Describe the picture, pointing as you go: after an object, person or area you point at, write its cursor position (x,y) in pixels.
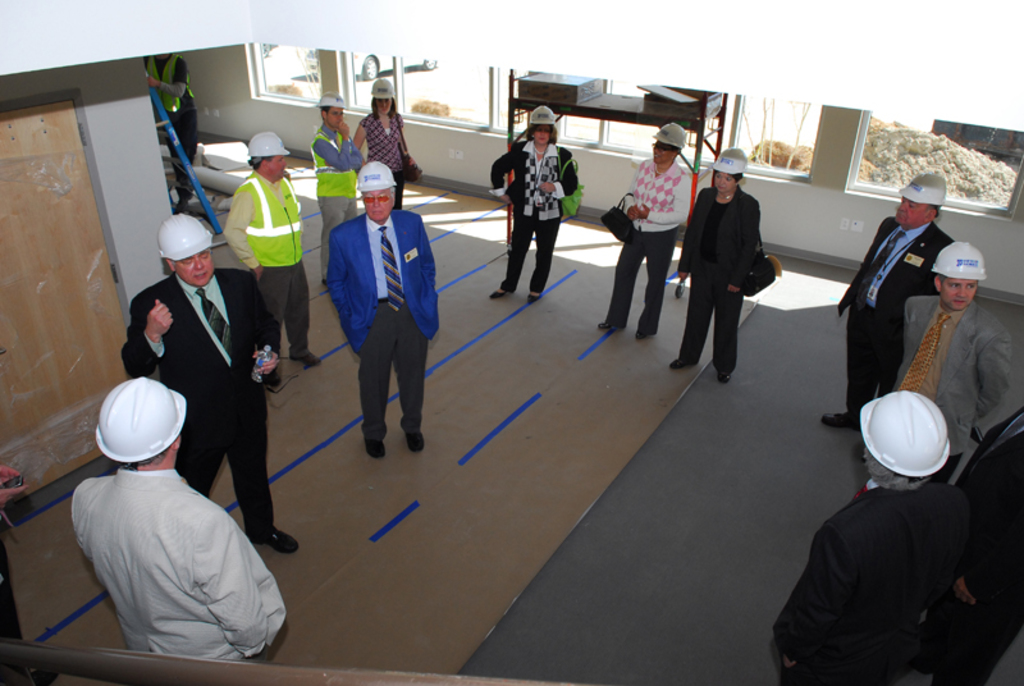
There are few persons (922,652) standing on the floor (584,477). Here we can see a door (73,370), wall (126,232), table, and windows (740,129). From the window (441,94) we can see a vehicle (375,66).
